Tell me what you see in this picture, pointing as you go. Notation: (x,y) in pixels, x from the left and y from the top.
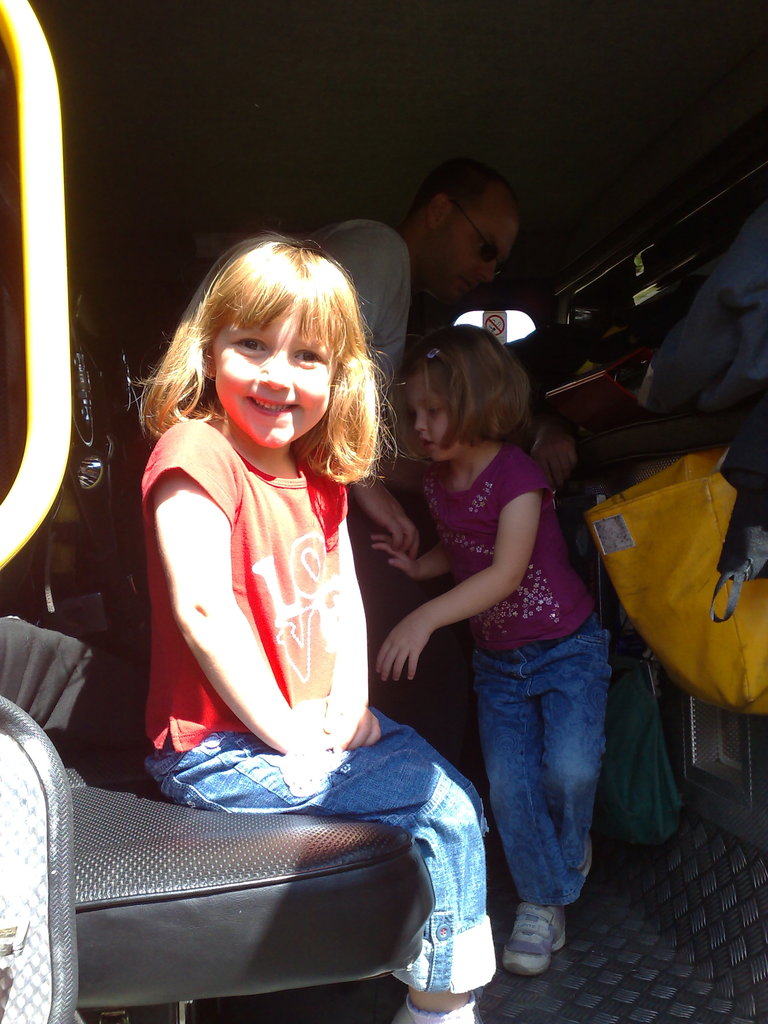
In this image we can see people (548,872) standing on the floor (586,906) and sitting on the sofa (241,826). In the background (665,614) we can see cloth bags (644,548) and a sign board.
